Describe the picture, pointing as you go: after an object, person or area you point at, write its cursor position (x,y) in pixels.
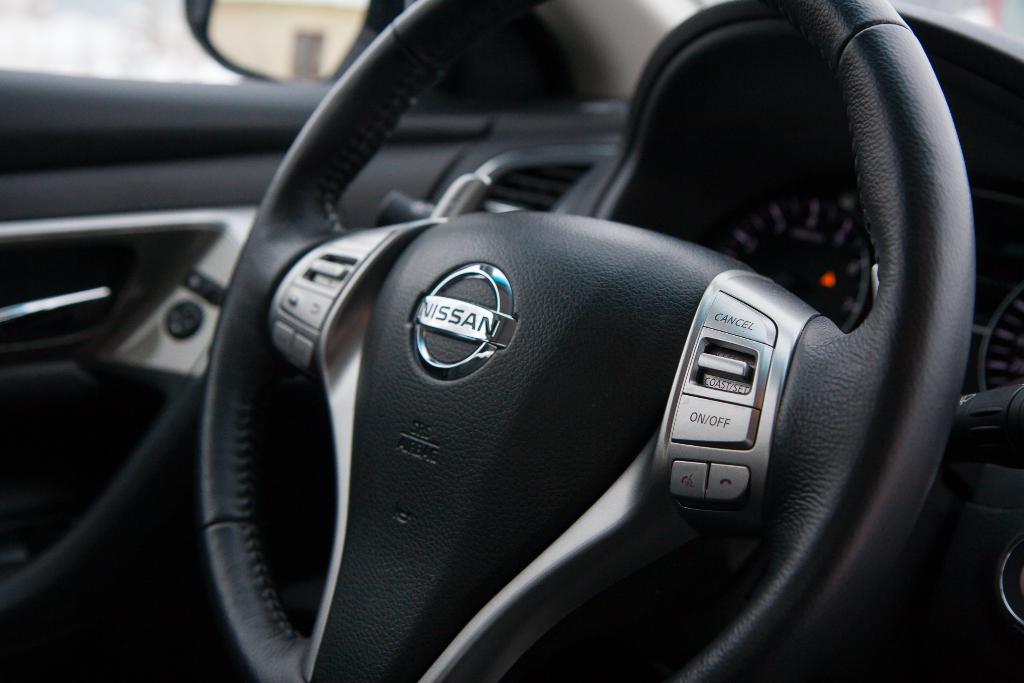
This image is taken in a car (189,258). In the middle of the image (604,399) there is a steering (721,483) and there are a few buttons (702,395). At the top left of the image (161,109) there is a door (163,164) and a window (137,57). There is a side mirror (248,32).
